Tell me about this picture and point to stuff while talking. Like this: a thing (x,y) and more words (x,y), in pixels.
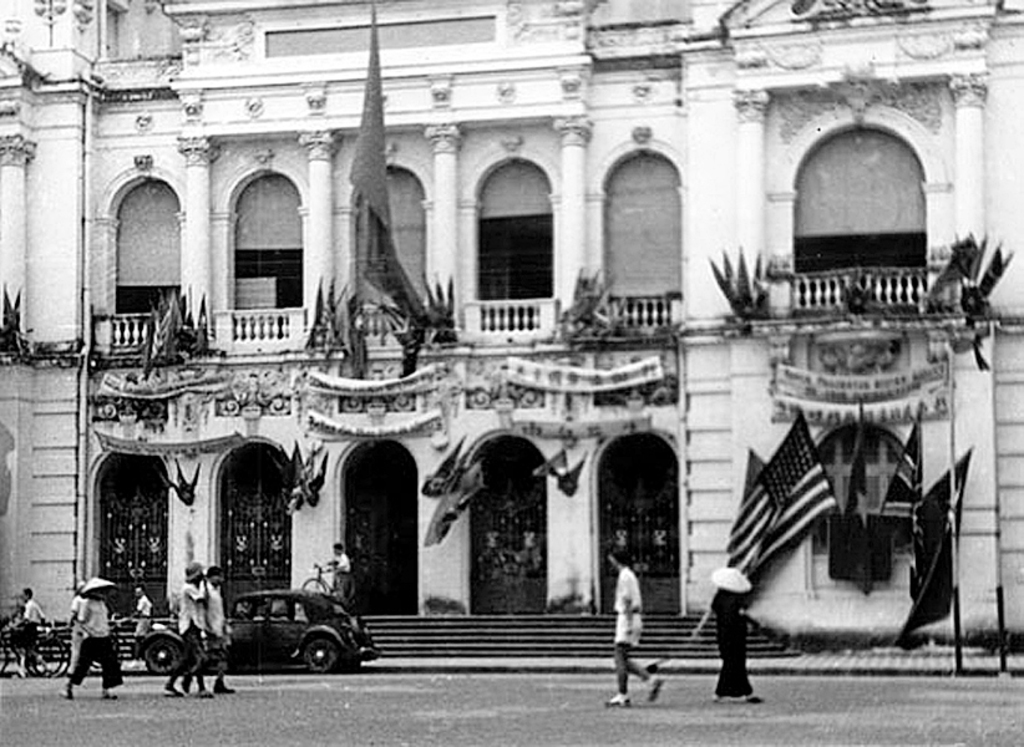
It is a black and white picture. In this picture I can see a building (485,332), flags (408,312), people (210,617), steps (445,634), vehicles (301,616) and objects (867,303).
